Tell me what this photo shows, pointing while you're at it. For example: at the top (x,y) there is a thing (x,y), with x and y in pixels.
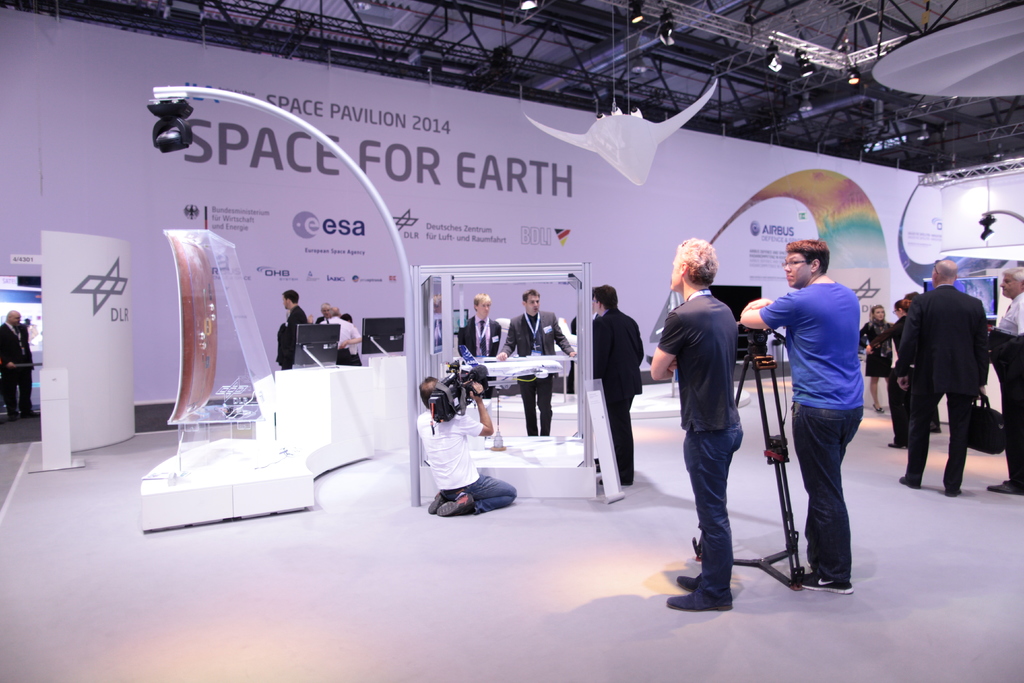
In this picture I can see group of people (753,318) standing, there is a person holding a camera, there is a tripod stand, there are focus lights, lighting trusses (860,58), there are boards (827,205) and some other objects (59,412).
